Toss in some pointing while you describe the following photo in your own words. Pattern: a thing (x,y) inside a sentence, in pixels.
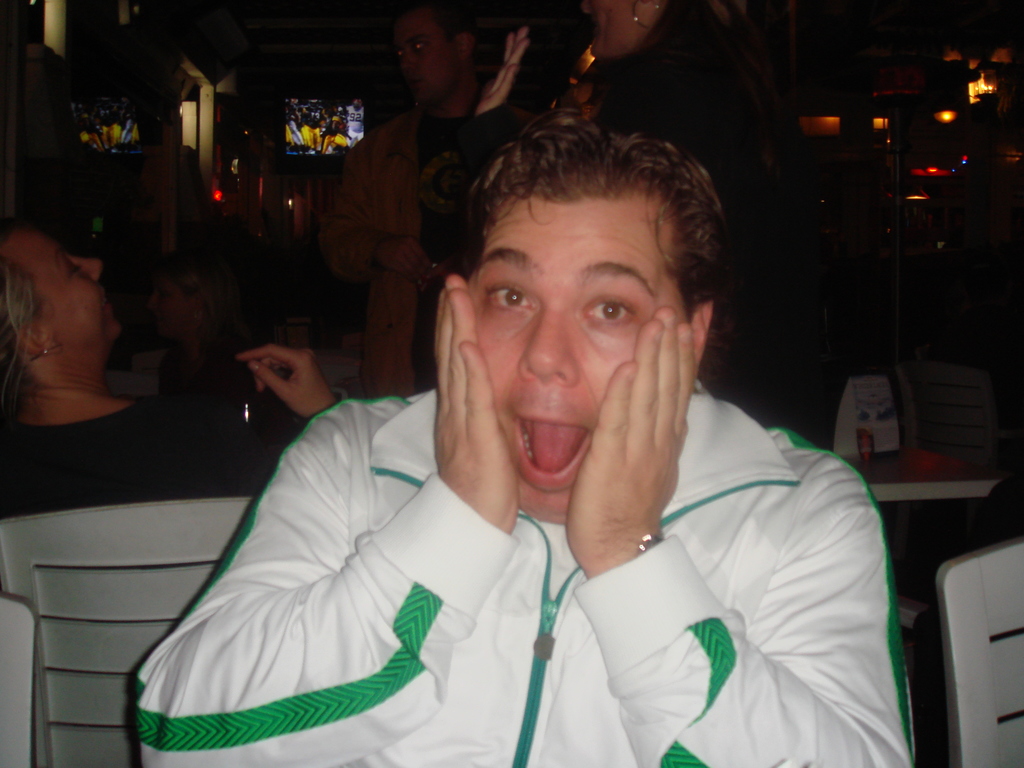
In this image we can see a man (387,521) who is wearing white color jacket (387,541). We can see a woman (64,321) is sitting on a chair (85,569), she is wearing a black color dress (123,452) on the left side of the image (172,416). We can see people (664,89) are standing, the TV screen (346,106) is there and lights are present in the background (331,110). There is one table (910,465) and chairs (977,620) on the right side of the image (971,585).
